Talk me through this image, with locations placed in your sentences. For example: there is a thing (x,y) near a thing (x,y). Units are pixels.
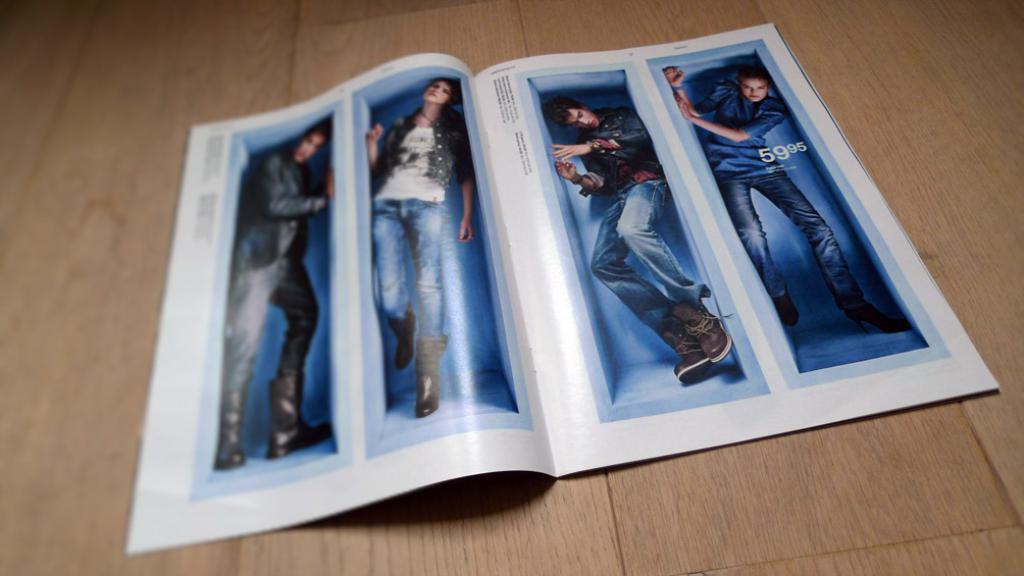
In this picture we can see a poster (630,393), in this poster (547,365) we can see collage of four images (745,237) and some text (516,116), there are four persons (253,251) in these images (317,265), at the bottom (826,504) there is wooden surface (826,504).
